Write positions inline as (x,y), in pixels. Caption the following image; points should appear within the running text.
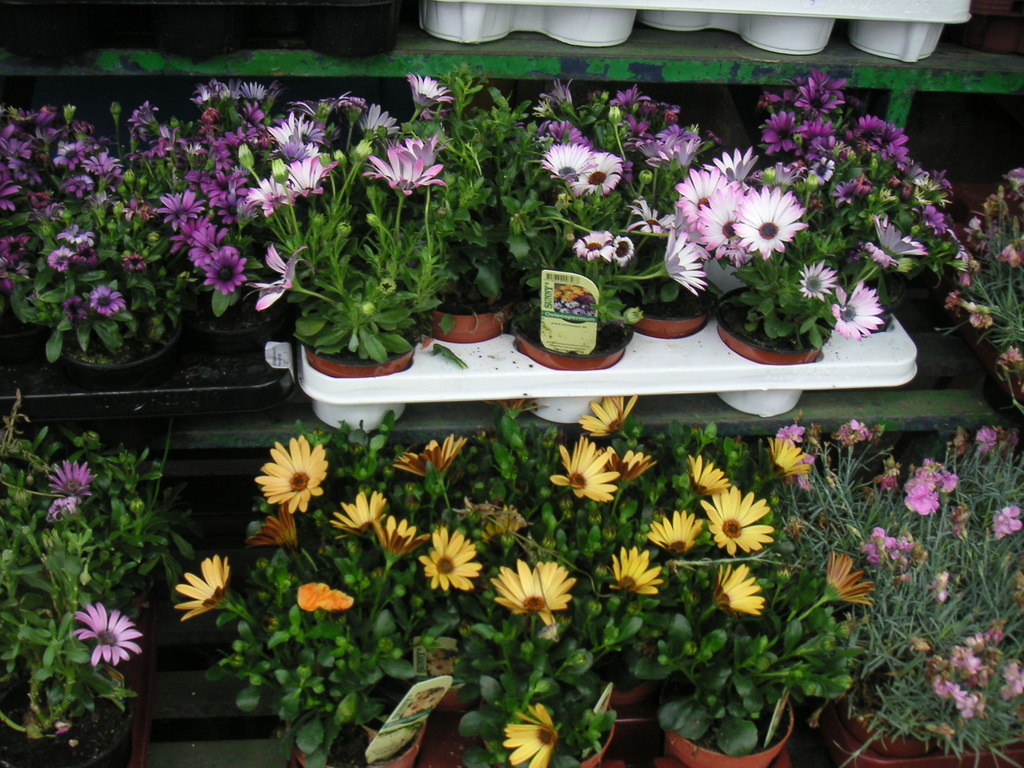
In this picture we can see shelves (230,499), here we can see house plants (328,498) with flowers (300,497) and cards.
